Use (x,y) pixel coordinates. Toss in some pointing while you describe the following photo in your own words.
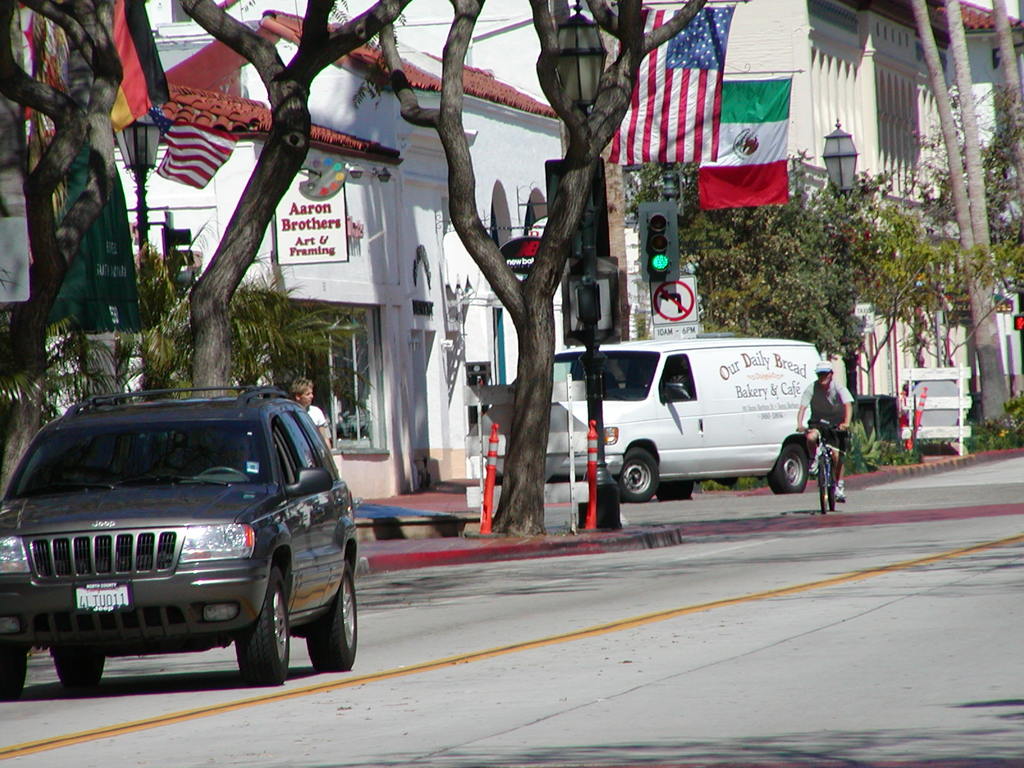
In this picture we can see a man (852,401) riding a bicycle (827,505) on the road (792,554), vehicles (701,401), traffic poles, sign board (690,290), name board (327,216), flags (127,72), trees (314,311), light poles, buildings (533,207), some objects (948,397) and a person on the footpath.
